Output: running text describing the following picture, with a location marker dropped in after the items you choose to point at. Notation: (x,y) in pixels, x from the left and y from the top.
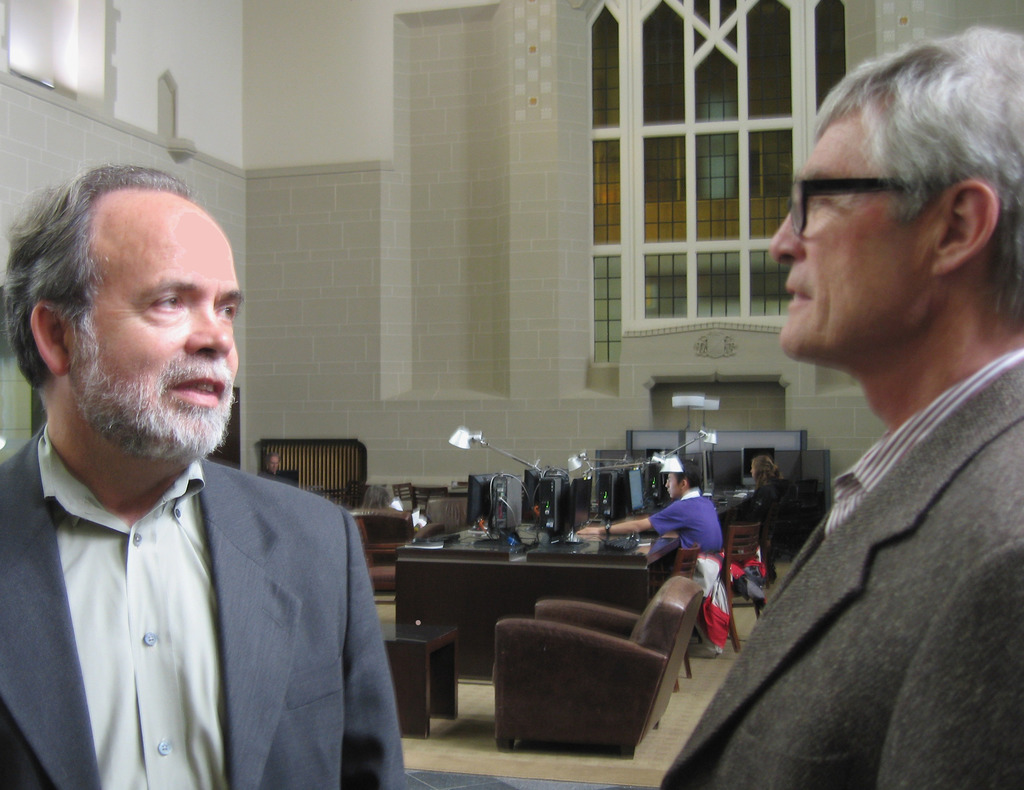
This image is clicked in a room (602,541). There are two persons (896,591) one is on the right side (893,633) and the other one is on the left side (206,632). There is a table (544,587) and chairs (594,706). On the table (600,559) there is a light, computers (582,515) and book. There is a person (693,534) sitting on chair (735,552) near the table (552,571).
